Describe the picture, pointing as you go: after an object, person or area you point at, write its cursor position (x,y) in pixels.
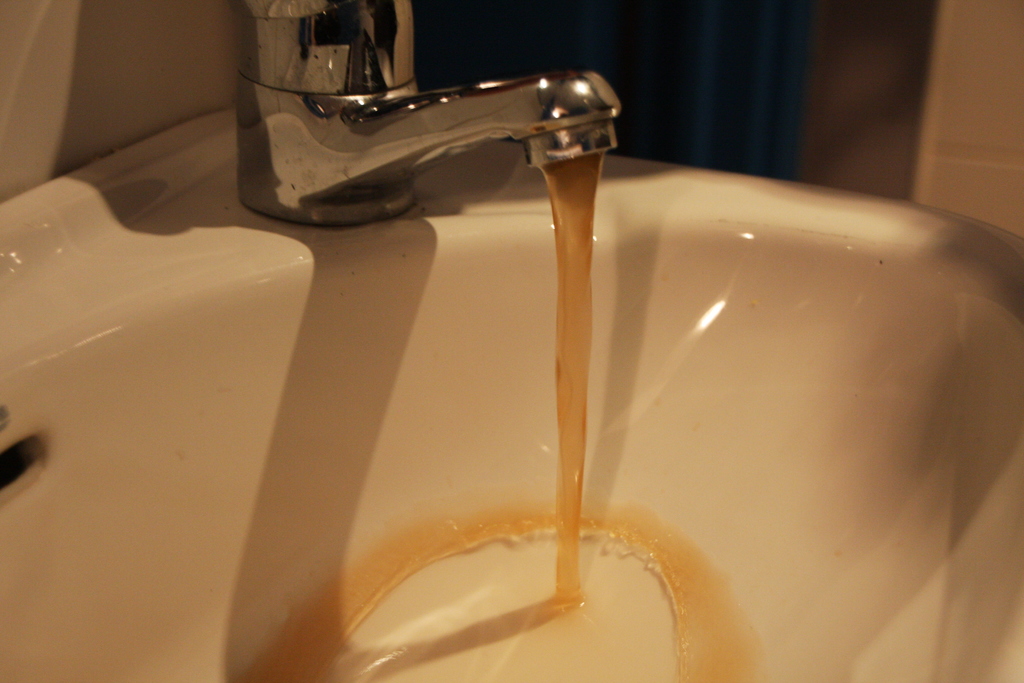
There is a wash basin (415,347) with a tap (381,151). From the tap (371,91) brown color water (501,540) is coming.
